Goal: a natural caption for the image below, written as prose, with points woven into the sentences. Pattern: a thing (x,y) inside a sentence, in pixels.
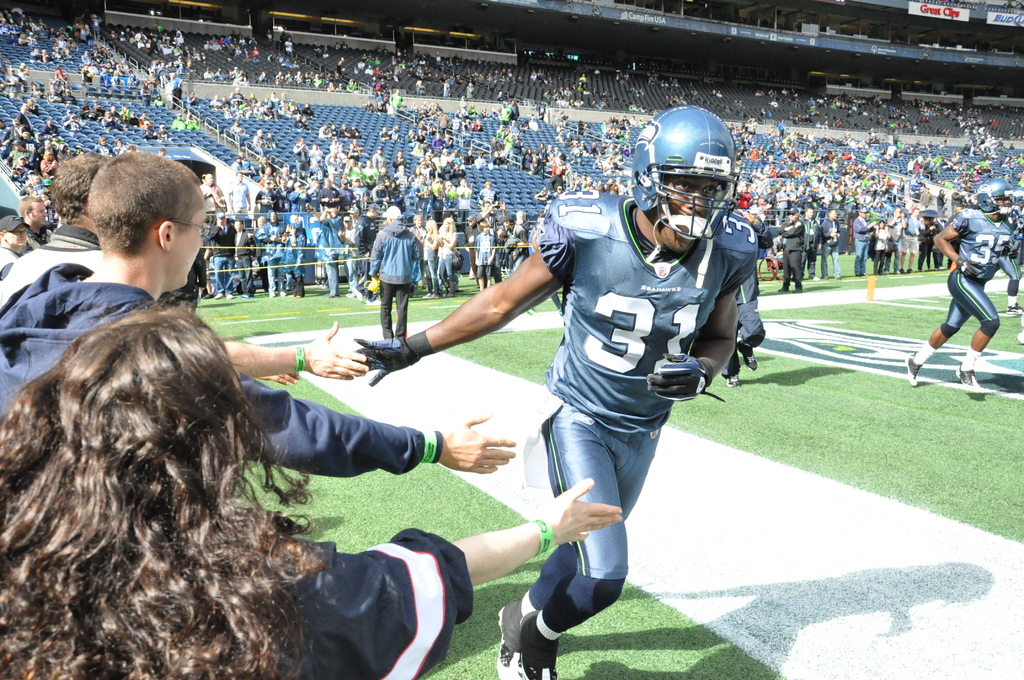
This image is taken in a stadium (832,573). At the bottom of the image (792,599) there is a ground (793,569) with grass (820,356) on it. In the middle of the image (613,402) a few men (724,329) are running on the ground (651,507) and a man (377,261) is walking on the ground (458,297). On the left side of the image (141,443) a few people (239,387) are standing on the ground (657,542). In the background (333,86) a few people (88,119) are sitting on the chairs (283,158) and many people (292,237) are standing on the ground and there are many empty chairs (480,141) and a few boards (962,13) with a text (948,12) on them.
